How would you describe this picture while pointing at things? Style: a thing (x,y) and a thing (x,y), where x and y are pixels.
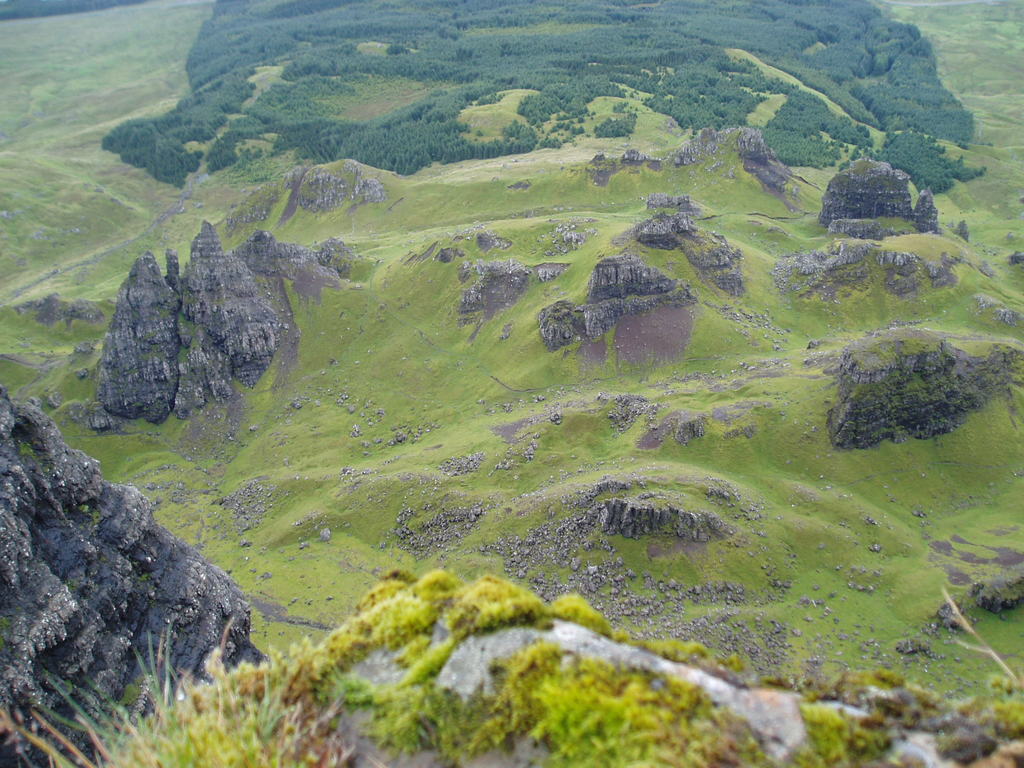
This image is clicked from a top view. There are rocky mountains (154,355) and hills (497,175) in the image. There are trees (490,35) and grass (435,208) on the hills (452,385).
